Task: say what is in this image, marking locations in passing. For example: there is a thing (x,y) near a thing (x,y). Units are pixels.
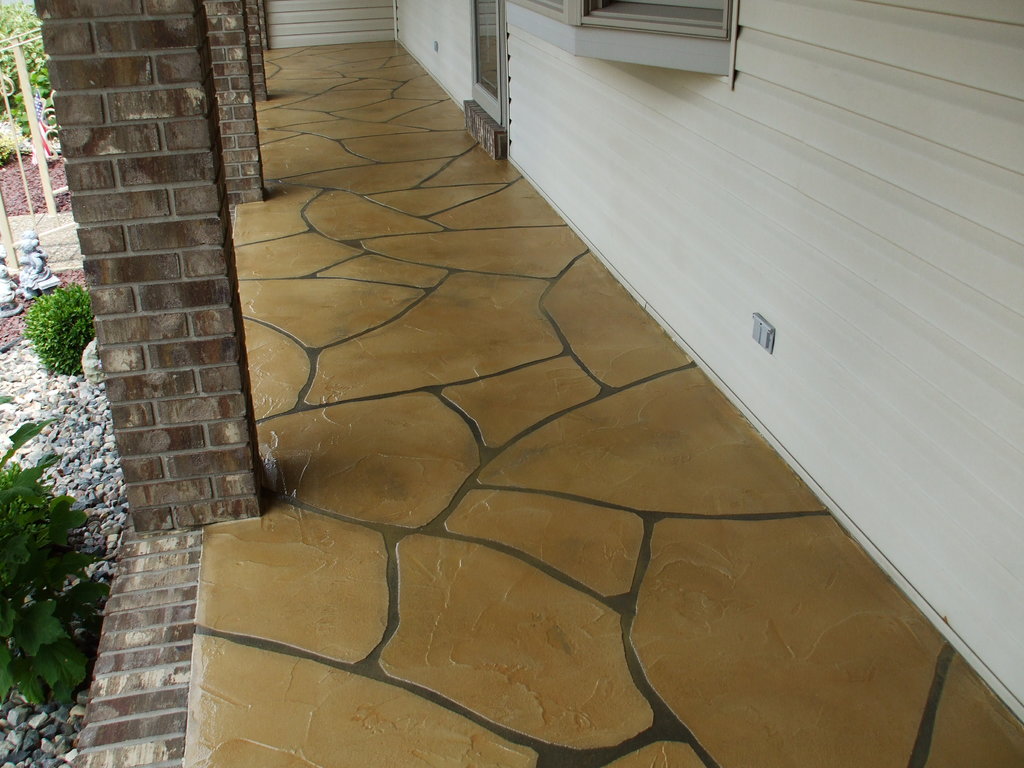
In this picture we can see a wall (822,348), floor (309,431), pillars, some stones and plants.
